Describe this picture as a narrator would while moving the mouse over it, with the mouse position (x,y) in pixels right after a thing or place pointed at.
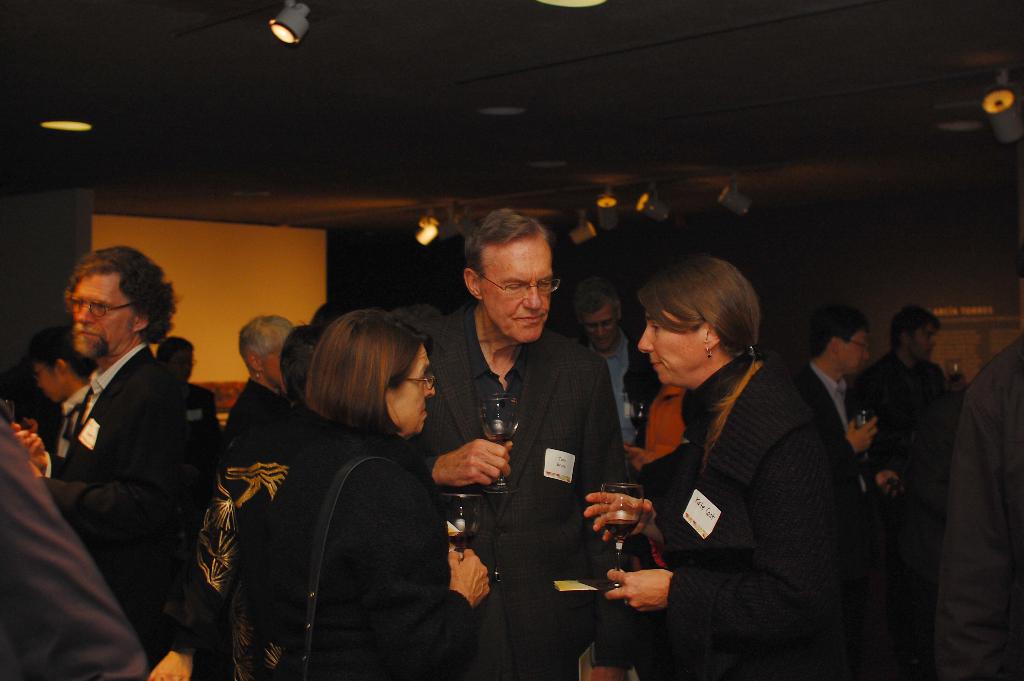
In the image in the center (624,402) we can see few people (568,342) were standing and they were holding wine glasses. In the background (14,255) there is a wall (194,256), roof (740,116), board (218,298) and lights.
